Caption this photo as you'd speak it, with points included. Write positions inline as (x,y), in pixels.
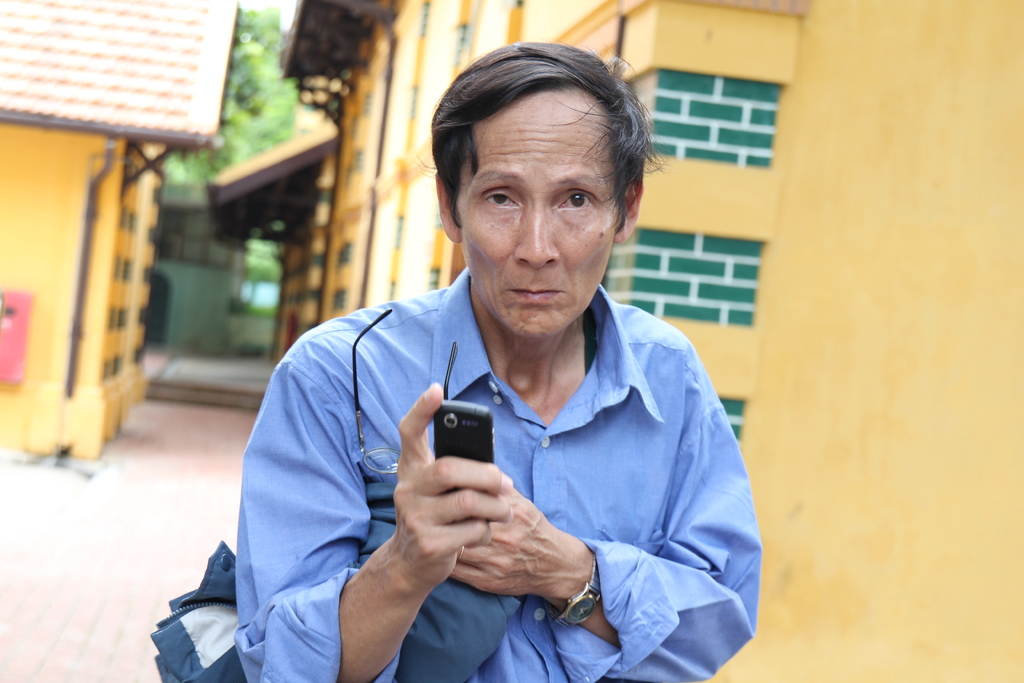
Here we can see a man (398,363). He is holding a mobile (442,404) and spectacles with his hands (519,541). This is wall (900,221) and there is a building (295,221). This is road (135,506) and there are trees (210,159).
